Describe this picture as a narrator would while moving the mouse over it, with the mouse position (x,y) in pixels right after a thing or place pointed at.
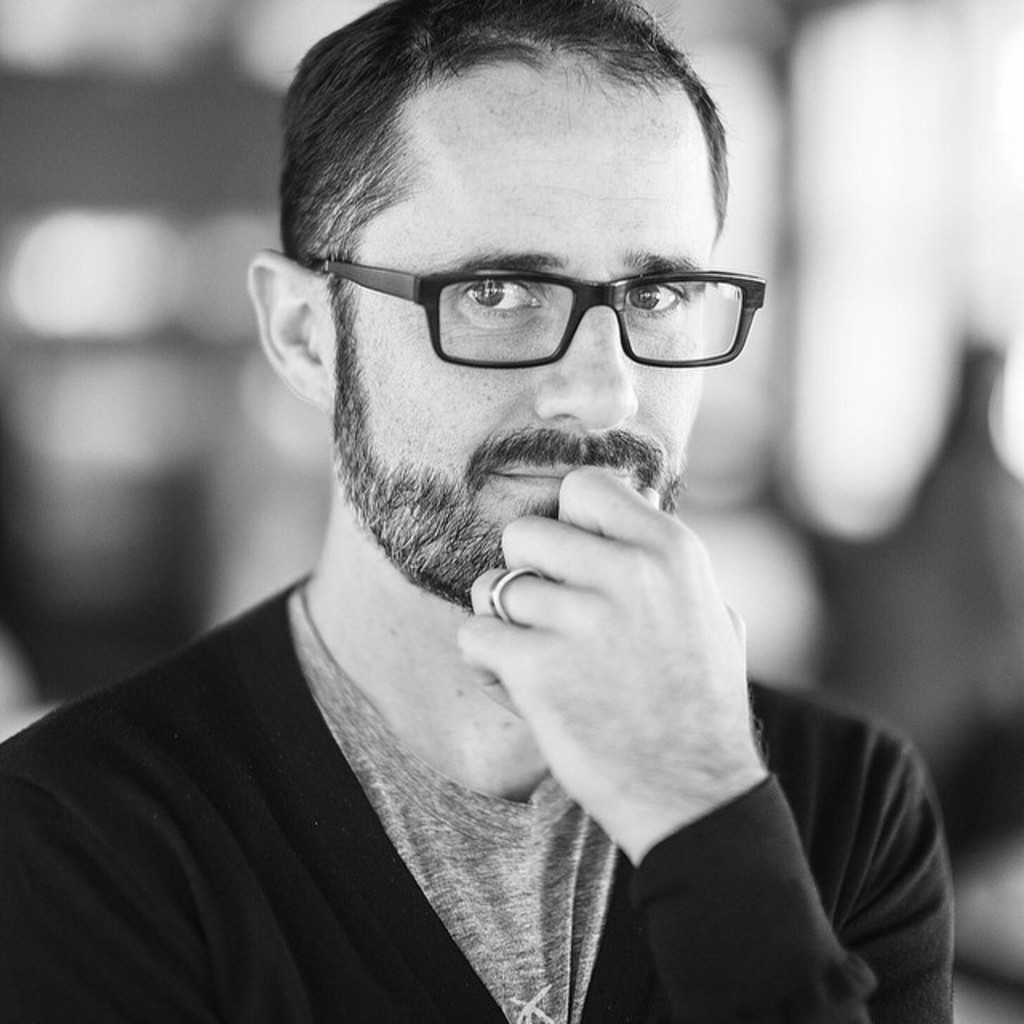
In this image I can see the black and white picture in which I can see a person (537,487) wearing black colored dress (298,789) and black colored spectacles (502,327). I can see the blurry background (898,67).
